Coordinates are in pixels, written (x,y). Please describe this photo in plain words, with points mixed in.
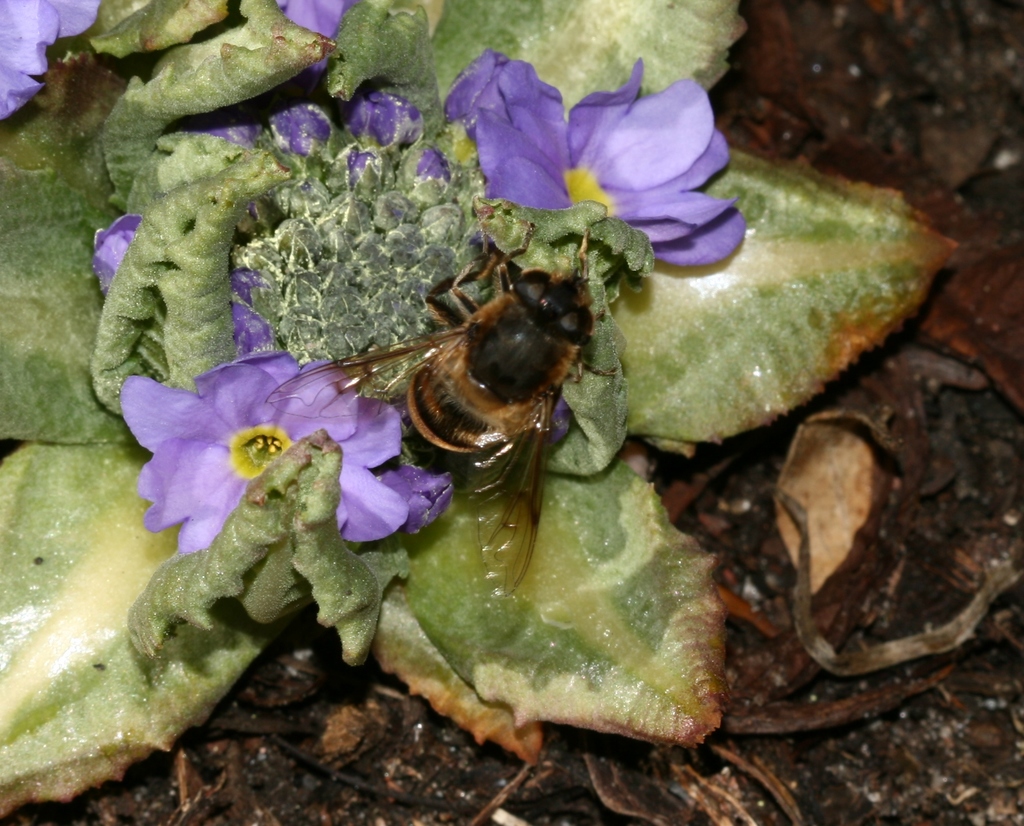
This image is taken outdoors. At the bottom of the image (748,713) there is a soil (861,539). On the left side of the image (50,273) there is a plant (356,531) with flowers (234,443) and there is a honey bee (507,379) on the plant (266,34).
